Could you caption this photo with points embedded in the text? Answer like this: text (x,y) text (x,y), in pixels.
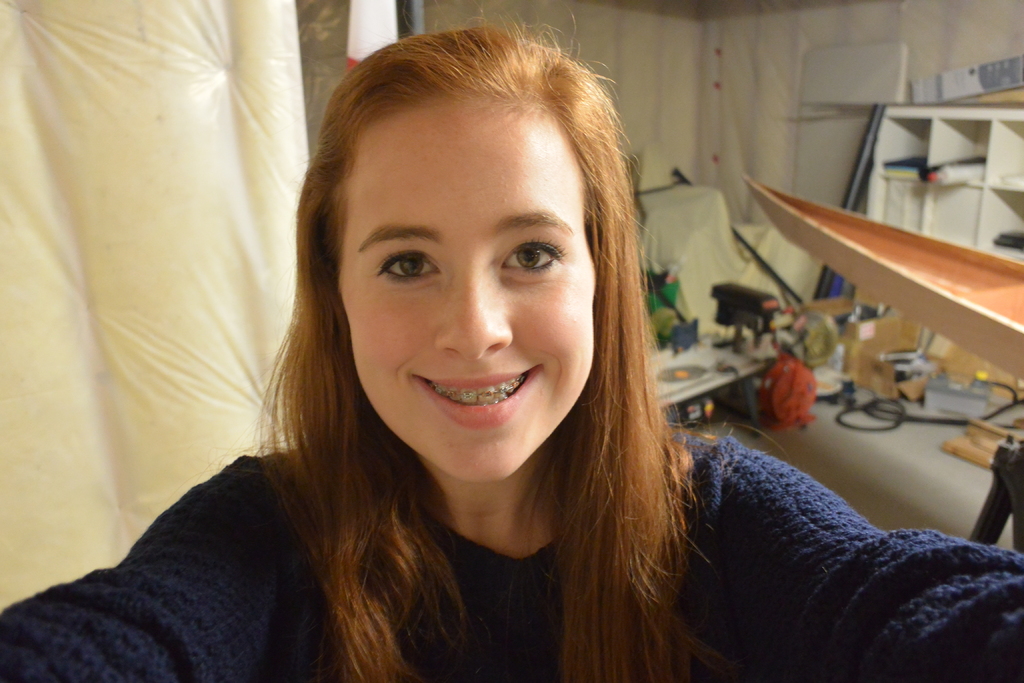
In the picture we can see a girl (401,249) standing, she is with blue dress (65,657) and smiling and behind her we can see a cream color curtain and besides it we can see a desk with some things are placed on it and near it we can see a wall (742,184) with rack (924,197) and some things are placed in it and near to it we can see a boat shaped structure (914,289).
